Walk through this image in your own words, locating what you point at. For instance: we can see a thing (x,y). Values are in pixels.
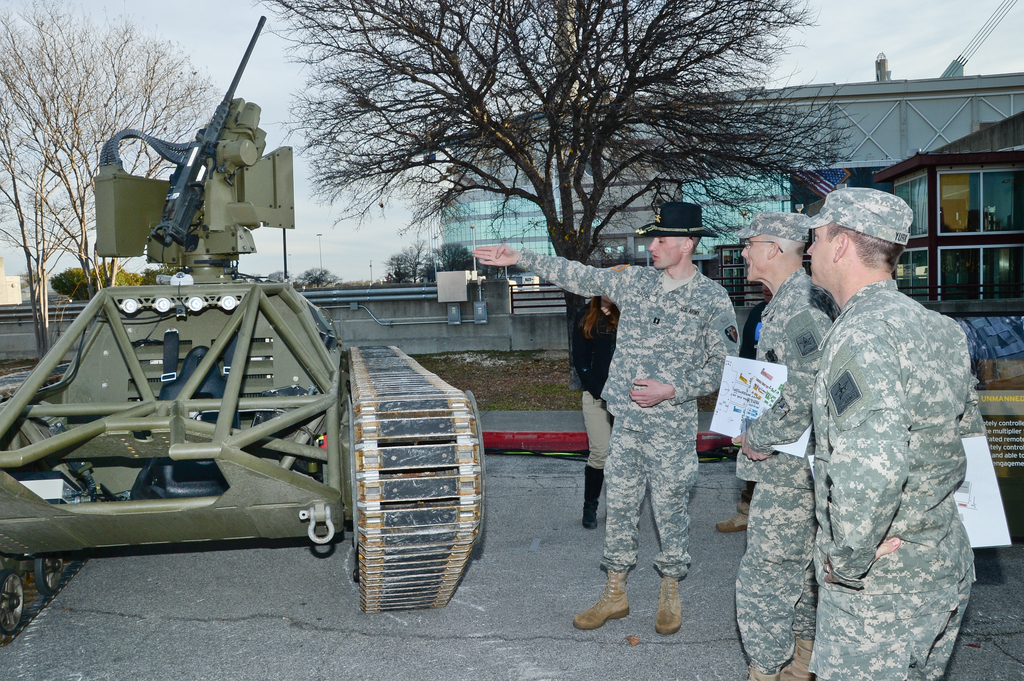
There is an army tanker (217,492) on the left side of this image (207,484). There are people (702,388) standing on the right side (748,475). We can see trees (109,273) and buildings (704,213) in the background (423,158), and there is a sky (294,106) at the top of this image (274,70).
